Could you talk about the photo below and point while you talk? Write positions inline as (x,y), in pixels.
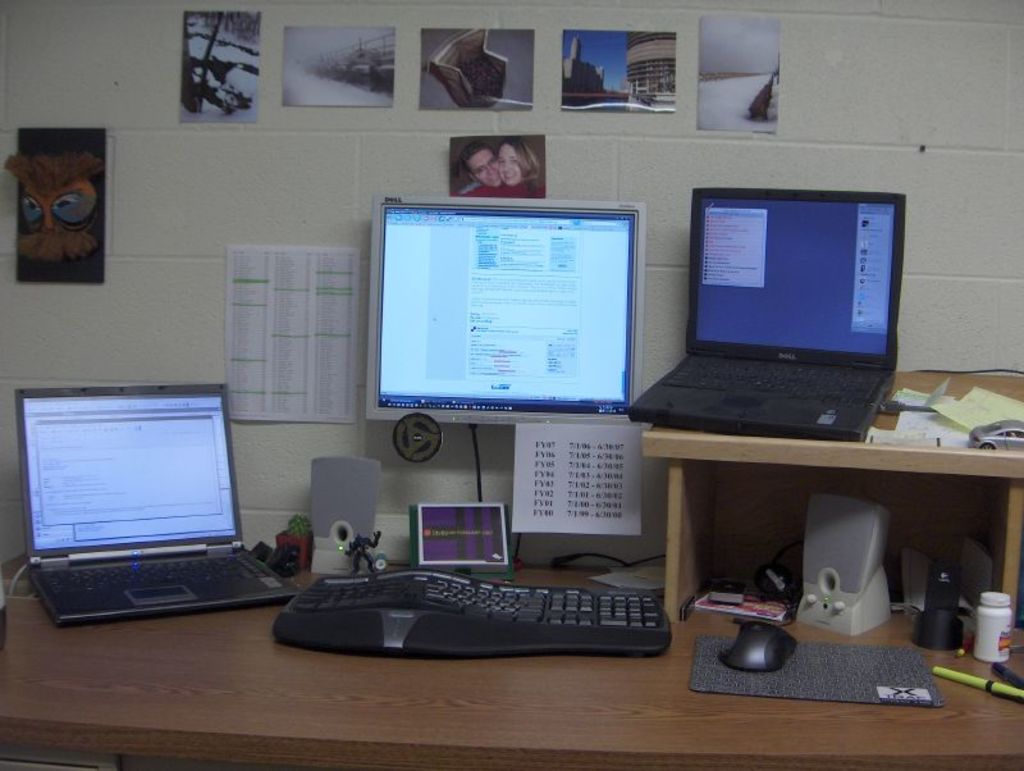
In this image there are two laptops (122,574) are on the table (310,690). There is a keyboard (594,633), mouse (792,641), sound speakers (805,563), bottles (982,639), pens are on the table (580,679). There is a screen (518,265) mounted on the wall (270,189) having few photos (362,85) and few papers (329,361) are attached to the wall (510,112).
